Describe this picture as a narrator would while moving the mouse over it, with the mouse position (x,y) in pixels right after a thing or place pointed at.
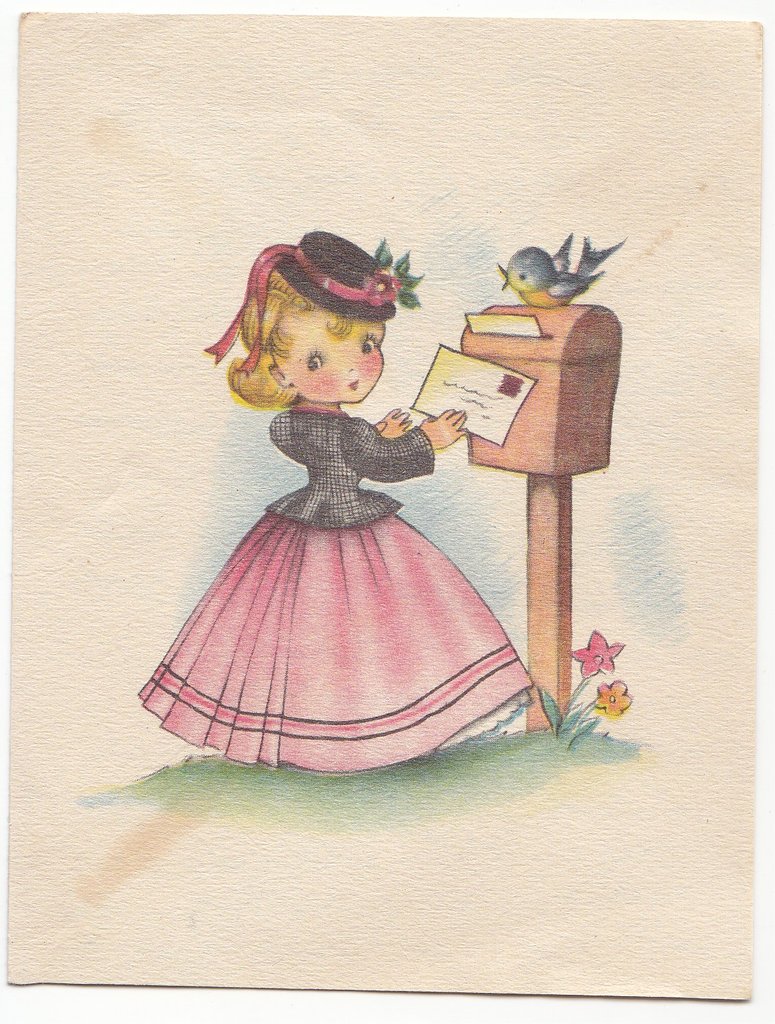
In this image there is a drawing of a person (383,442), letters (488,416), post box (538,339), flowers (592,660) and a bird (542,274).
